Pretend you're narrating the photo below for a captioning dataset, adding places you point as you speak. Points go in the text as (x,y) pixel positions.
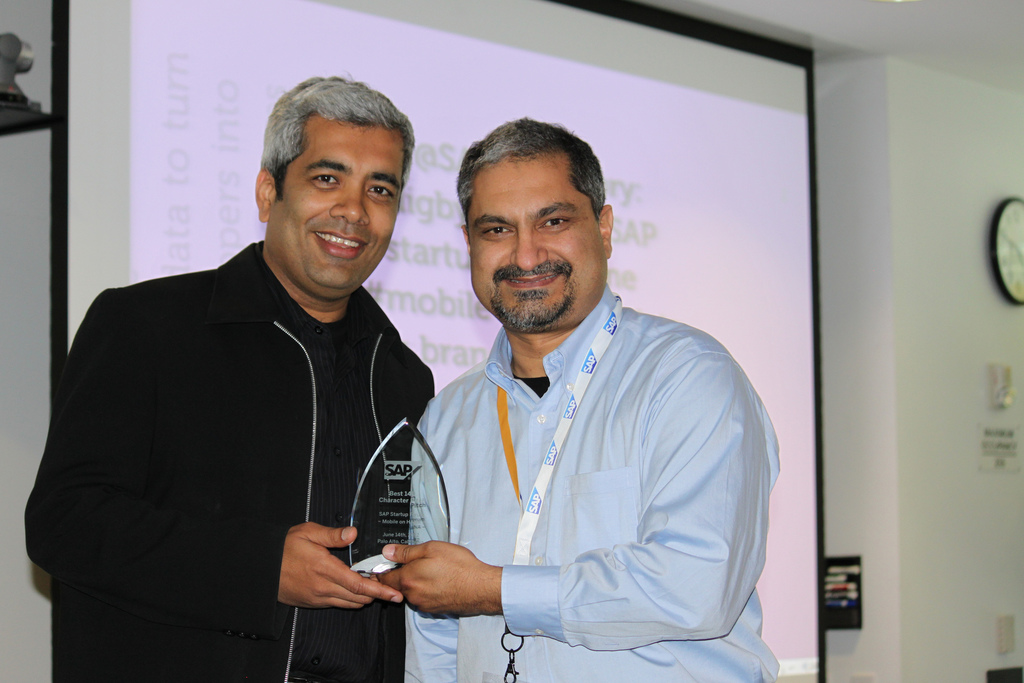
In this picture we can see two men (604,330) standing and they both are smiling. We can see an award (415,469) in their hands (459,570). On the right side (1015,279) we can see a clock (1018,294) and a board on the wall (980,327). In the background (798,186) we can see a projector screen (665,110).
